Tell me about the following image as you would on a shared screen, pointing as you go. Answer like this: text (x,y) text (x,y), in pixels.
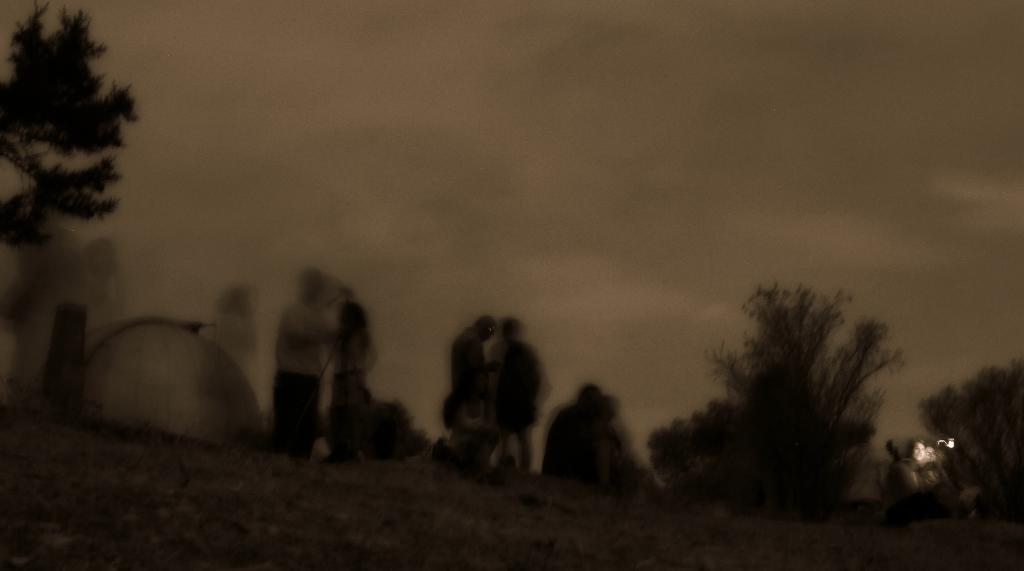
This is a blur image, we can see some people (558,414), there are some plants (832,415), at the top (461,161) there is a sky (167,135).
